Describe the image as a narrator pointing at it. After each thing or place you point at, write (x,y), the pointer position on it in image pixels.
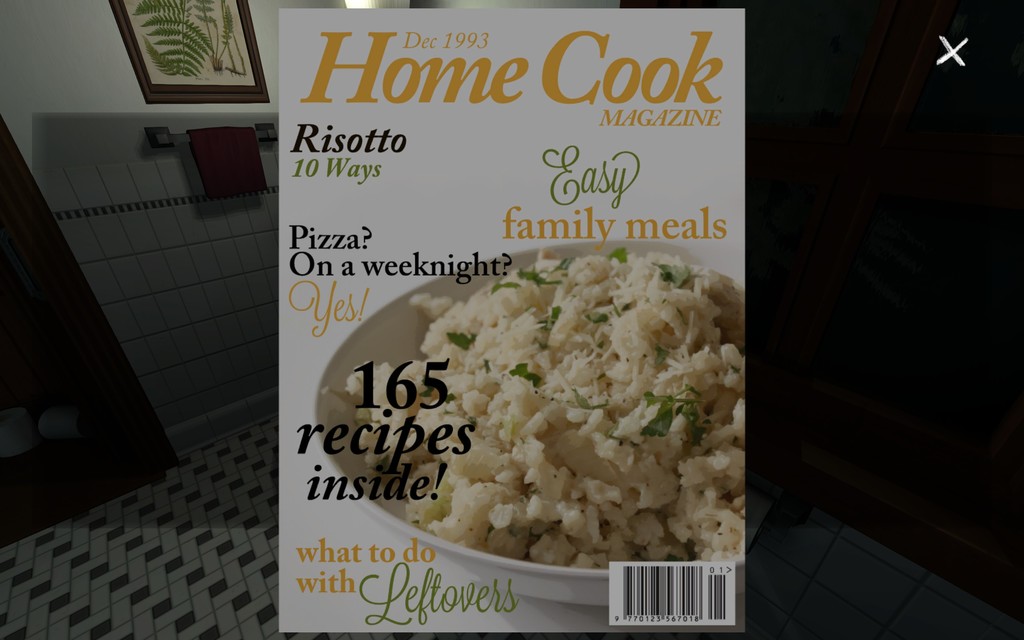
In the center of the image (454,219) we can see cover page (449,364) of a magazine (529,482). In the background (156,274) we can see wall (122,137) and photo frame (180,61).
